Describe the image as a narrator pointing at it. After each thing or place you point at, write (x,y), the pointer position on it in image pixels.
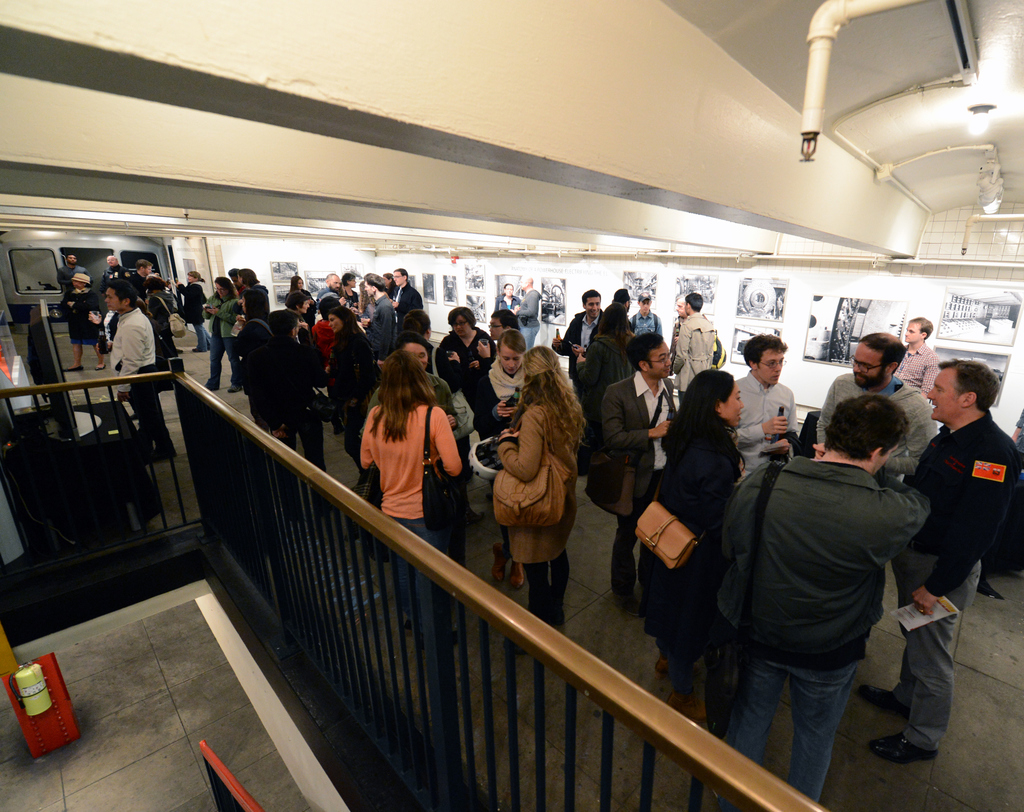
In this image there are people (136,363), lights (985,116), pipes (824,53), pictures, railing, monitor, table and objects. On the table (107,510) there is a monitor (52,345). Pictures (771,293) are on the wall (719,265). Among them few people (786,537) wore bags (605,476) and holding objects (911,607).
